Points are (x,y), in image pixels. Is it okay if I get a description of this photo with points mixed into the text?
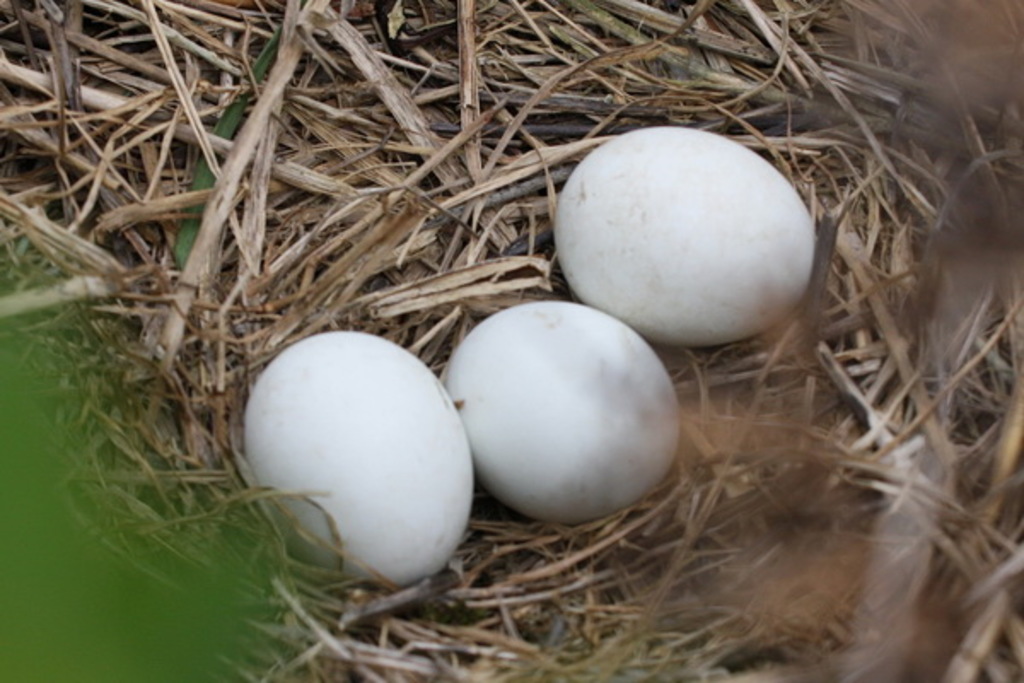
In this image we can see three white color eggs (371,474) and dry grass (348,272).
